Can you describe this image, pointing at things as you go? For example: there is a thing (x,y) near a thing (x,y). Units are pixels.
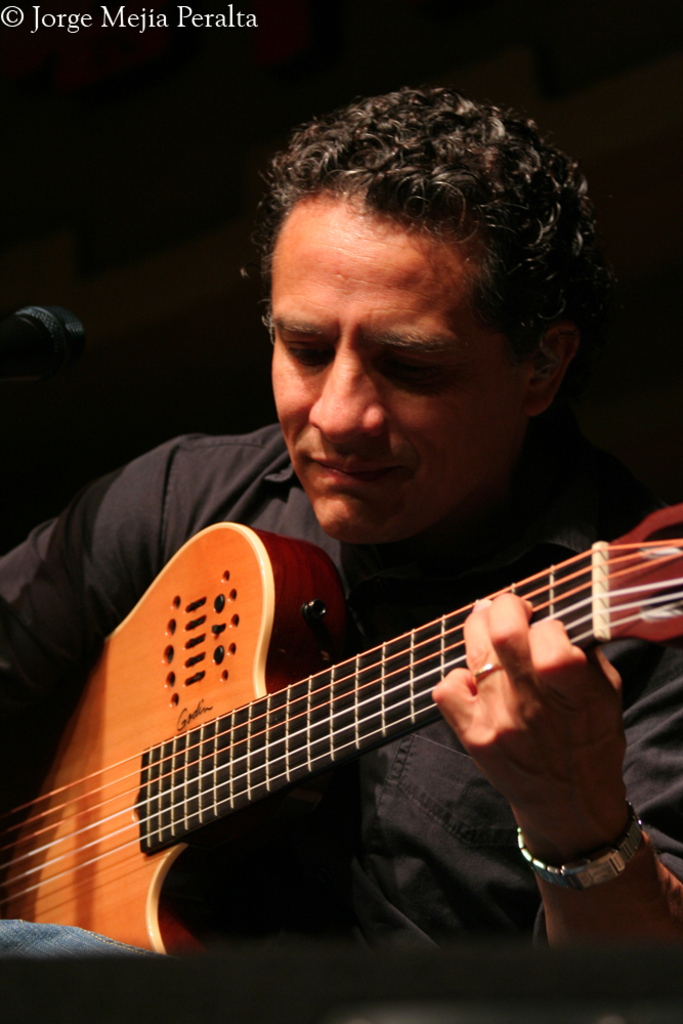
In this picture we can see a man (384,612) is playing guitar (279,628).
